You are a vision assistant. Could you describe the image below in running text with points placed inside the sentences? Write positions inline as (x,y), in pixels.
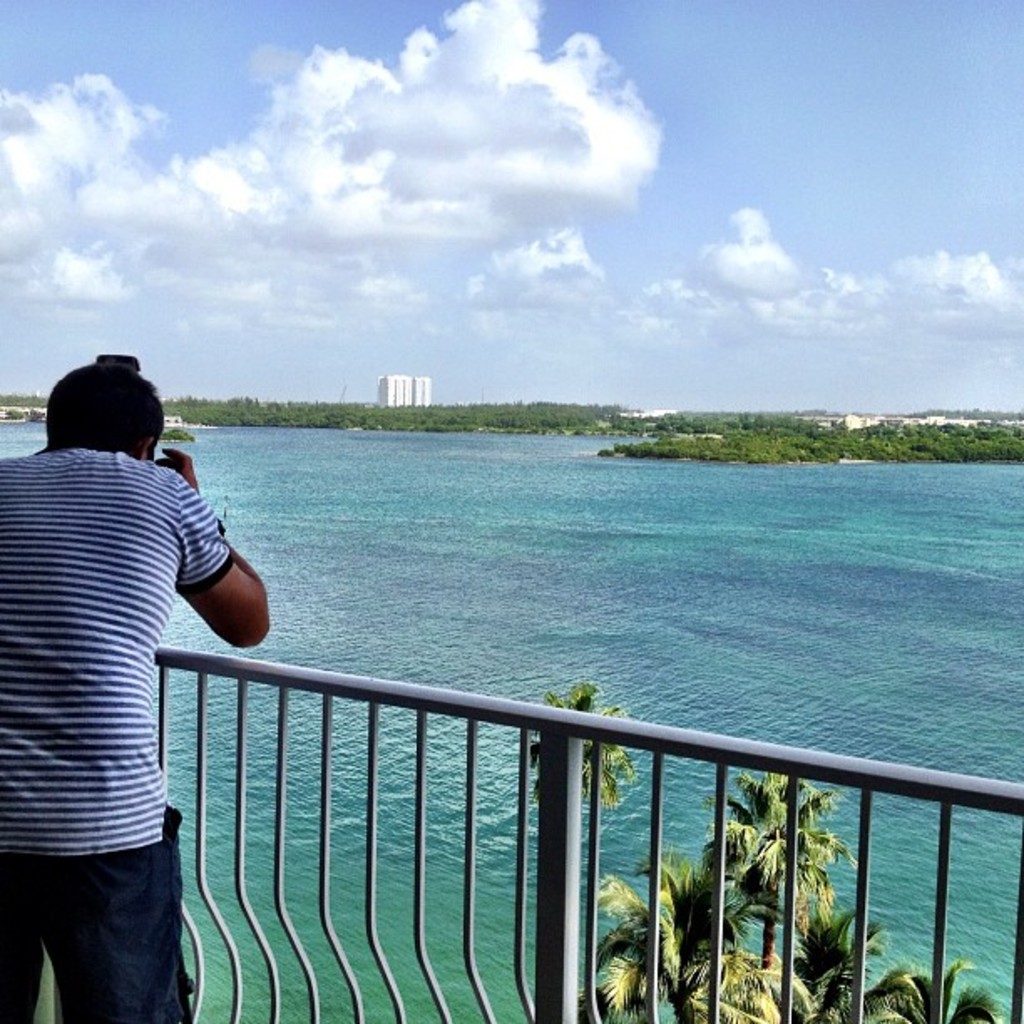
In this picture there is a man (117,592) wearing blue color t-shirt (139,548), taking the picture of the nature scene. Behind there is a lake water (494,513) with some trees (781,425) and white building (415,404).
